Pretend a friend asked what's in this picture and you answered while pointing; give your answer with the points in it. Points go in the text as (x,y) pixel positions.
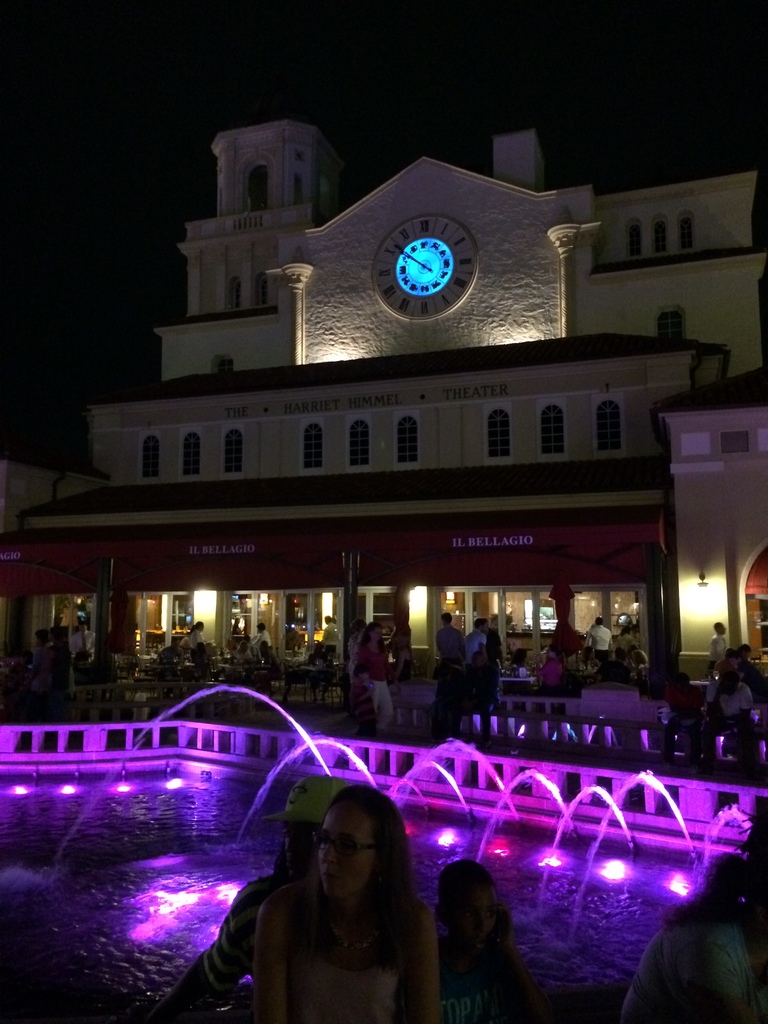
Here we can see water (553,877), lights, and few people (481,735). There are chairs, tables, poles (106,635), boards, clock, and buildings (363,371). There is a dark background (75,103).
